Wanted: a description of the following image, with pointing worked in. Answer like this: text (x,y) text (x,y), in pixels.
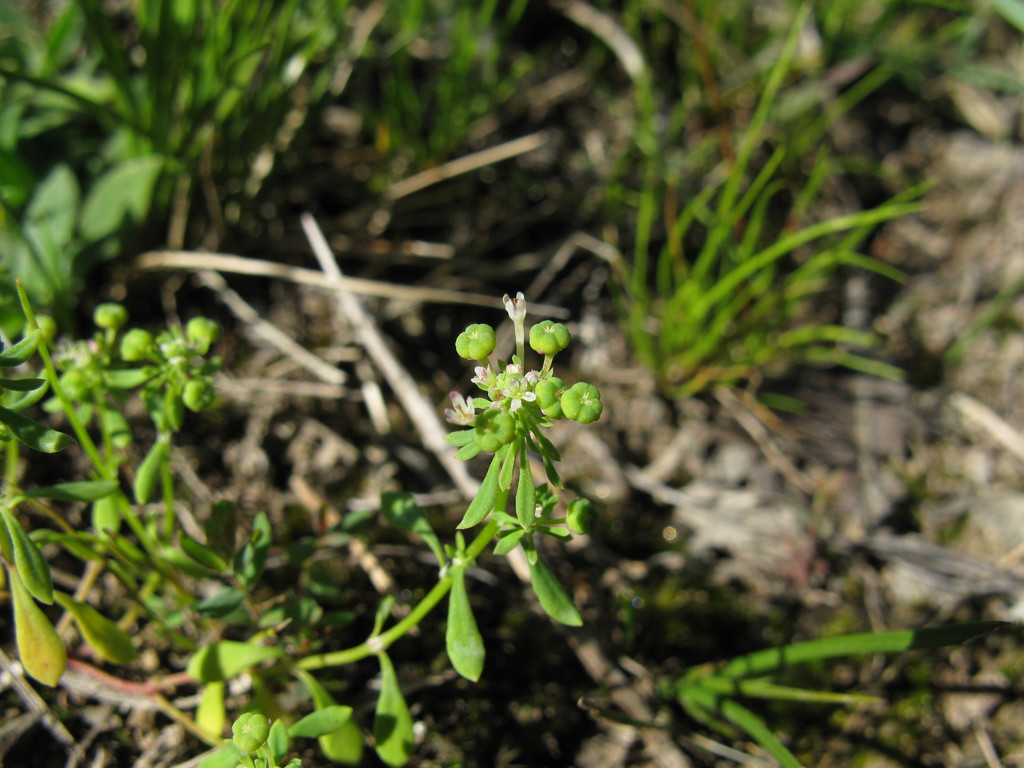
Here we can see plants (21,603) and this is grass (720,262).
